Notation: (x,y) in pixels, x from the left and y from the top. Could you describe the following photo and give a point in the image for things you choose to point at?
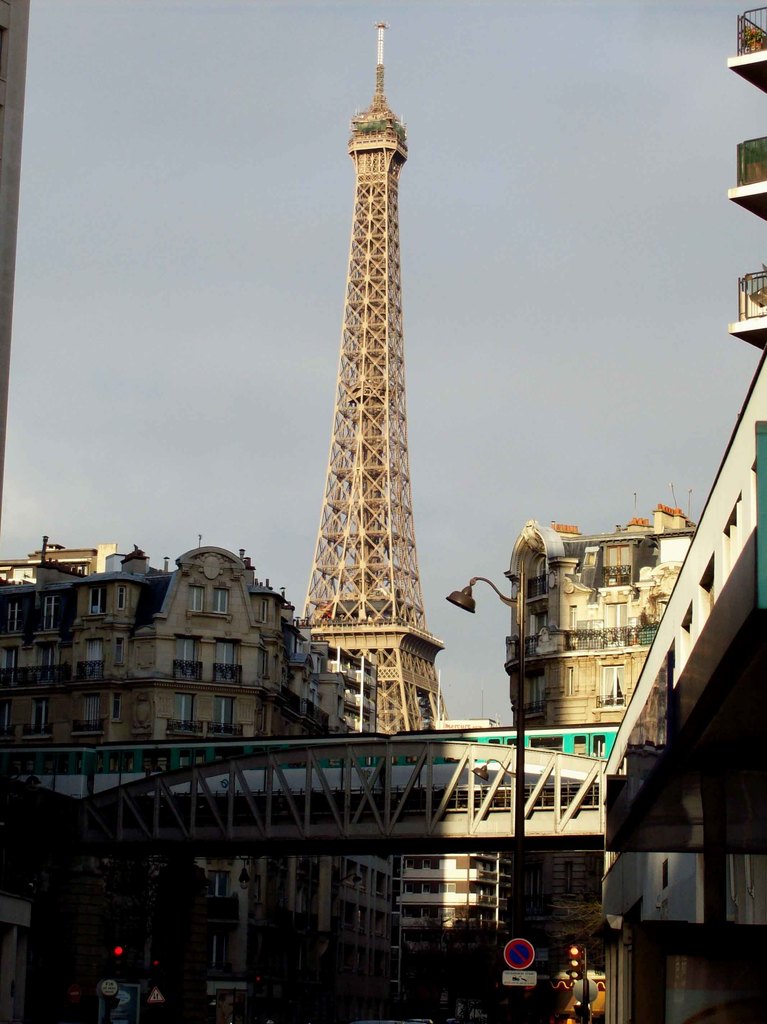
This image is taken outdoors. At the top of the image (192,270) there is a sky (234,294). At the bottom of the image (108,986) there are a few signboards (118,997), signal lights (573,968) and poles (585,969). In the middle of the image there is a bridge (545,773) with iron bars (471,812) and a train (123,763) is moving. In the background (337,732) there are a few buildings (582,652) with walls (620,601), windows (606,673), roofs (578,586), doors (622,584), balconies (614,634) and railings (743,281) and there is a tower (357,556) with iron bars (379,590).
